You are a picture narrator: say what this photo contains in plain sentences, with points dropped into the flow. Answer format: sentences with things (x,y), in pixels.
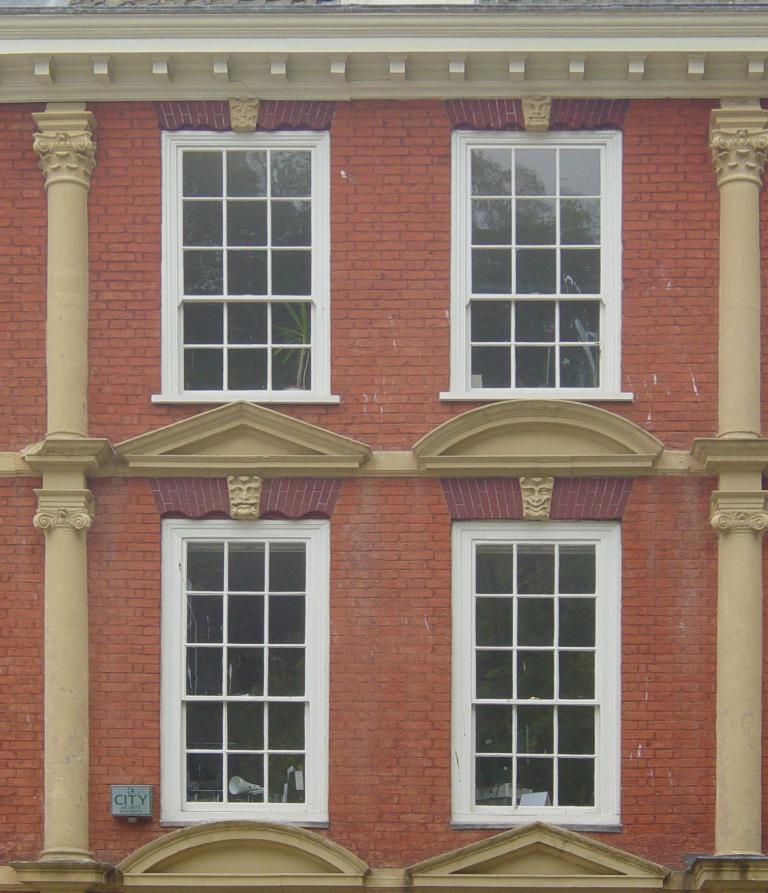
In this picture I can observe a building (639,349). On either sides of the picture I can observe pillars (755,166). I can observe four windows (240,391) in this building (493,548).
